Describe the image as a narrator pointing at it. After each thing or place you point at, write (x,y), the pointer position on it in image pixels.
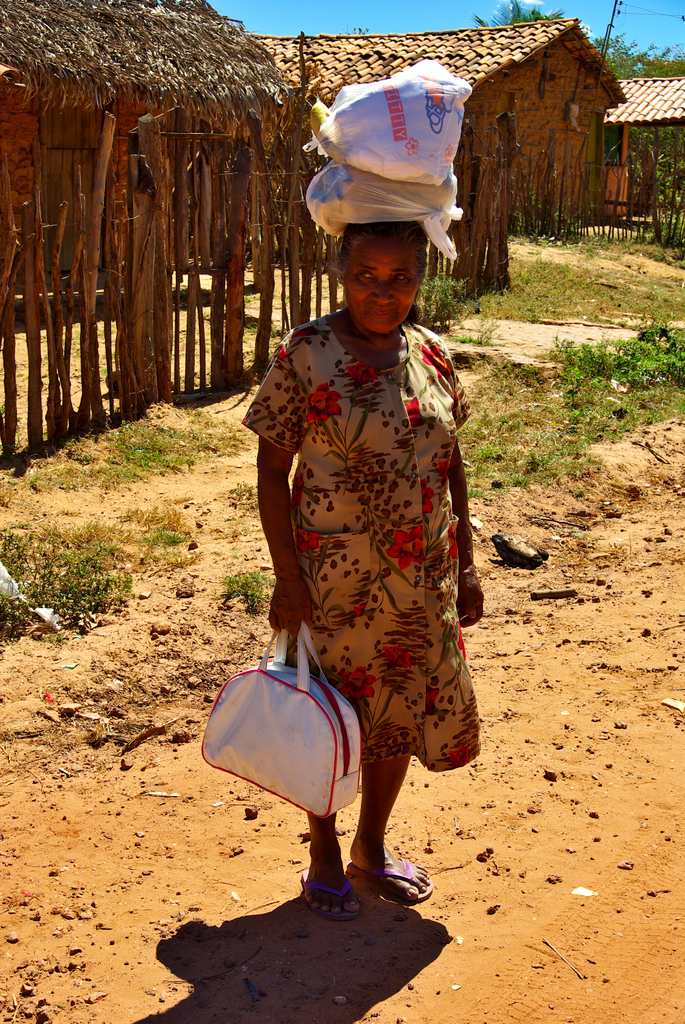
In the middle of the picture (444,528), we see a woman (407,485) is standing and she is holding a white bag (295,733) in her hand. We see the plastic bags (373,147) are placed on her head (386,235). At the bottom (507,943), we see the sand (512,881), stones (167,921) and grass (538,466). Behind her, we see the wooden sticks (130,313) or the wooden fence (146,135). In the background (560,104), we see a hut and a building (606,136). There are trees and a pole (616,3) in the background (604,58). At the top (618,27), we see the sky (604,4). It is a sunny day.
